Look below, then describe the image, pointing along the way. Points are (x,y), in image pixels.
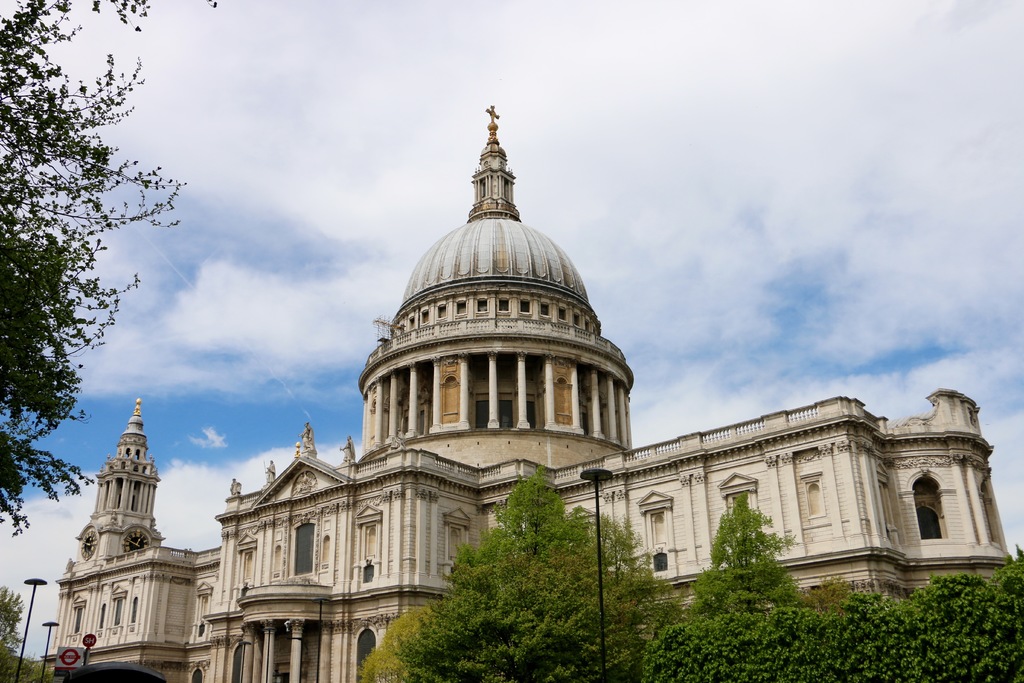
In this picture there is a cathedral (263,520) in the center (600,390) with pillars (265,553) and windows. At the bottom right (710,620) there are trees (735,598). Towards the left (71,231) there is another tree (87,173). In the background (558,156) there is a sky (567,176) with clouds (567,176).
